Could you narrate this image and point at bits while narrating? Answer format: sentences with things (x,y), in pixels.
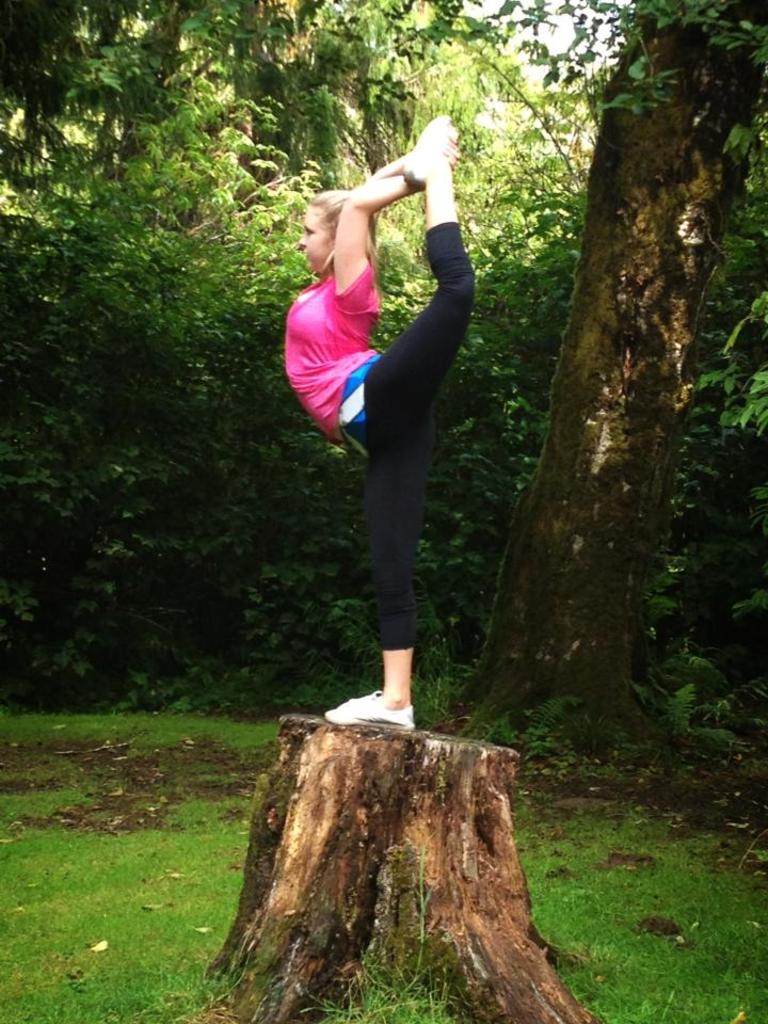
In this image I can see a person (303,312) wearing pink, blue, white and black colored dress (356,375) is standing on a single leg (402,475) on a tree trunk (369,791) which is brown in color. In the background (526,496) I can see few trees (501,392) which are green and brown in color and the sky (595,13).
